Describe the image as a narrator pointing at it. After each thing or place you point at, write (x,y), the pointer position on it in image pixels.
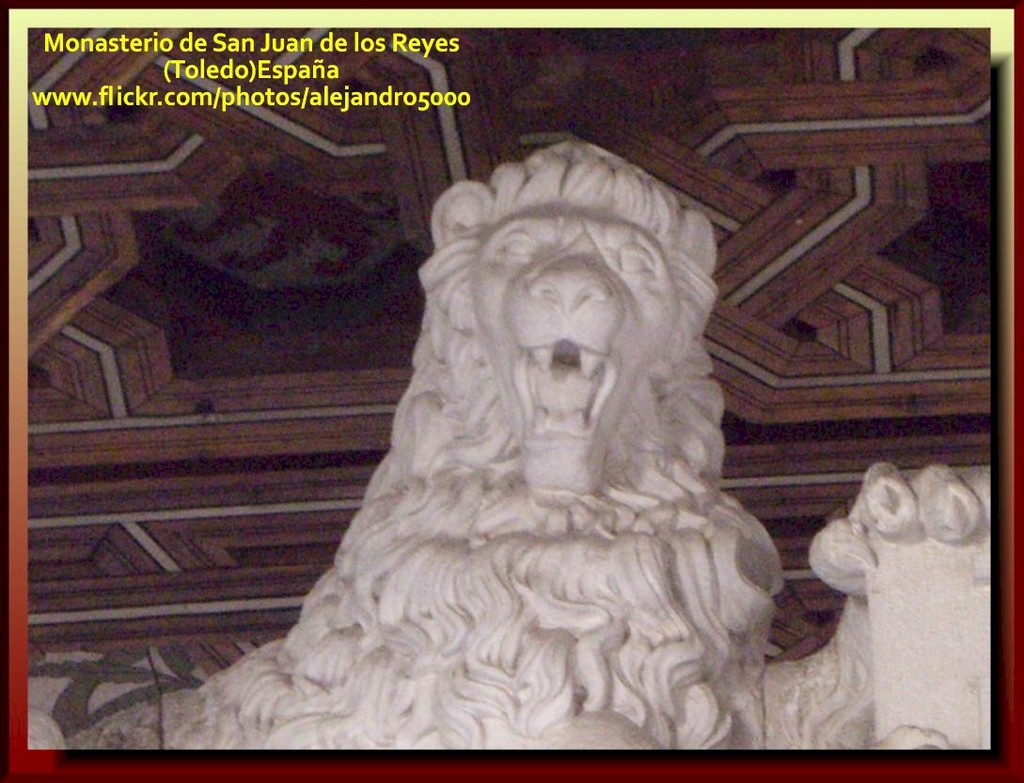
In this image I can see a statue of a lion (573,545) which is white in color. In the background (275,451) I can see the surface (261,449) which is brown, black and white in color.
